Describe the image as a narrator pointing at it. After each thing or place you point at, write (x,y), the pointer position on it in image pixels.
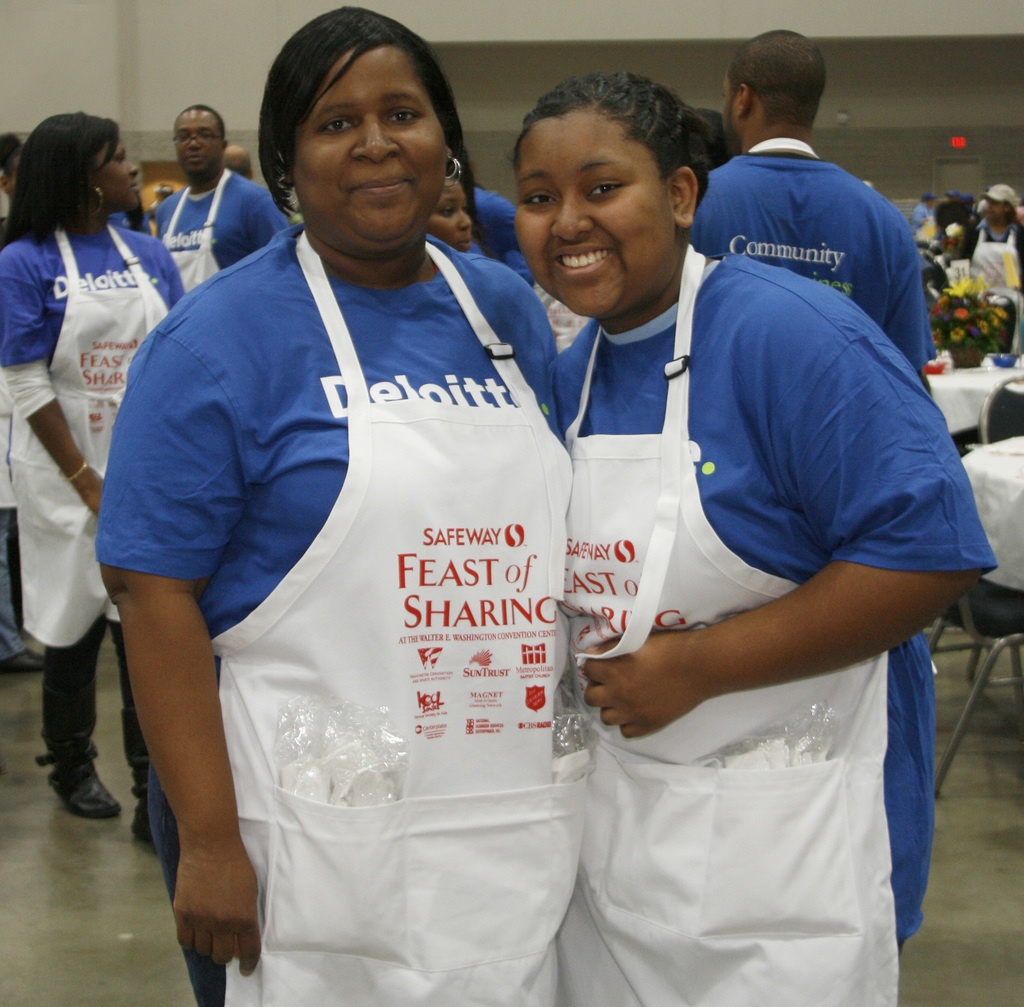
Here we can see two women (691,995) standing and they wore chef apron (389,832) and in the pockets (349,854) we can see some items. In the background (51,384) there are few people (189,289) and on the right (969,330) we can see tables (1014,506), chairs (1008,395), flower vase (996,331) and bowls (1001,362) on the table (1001,501) and on the roof top (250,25) we can see red light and this is a wall (824,120).
